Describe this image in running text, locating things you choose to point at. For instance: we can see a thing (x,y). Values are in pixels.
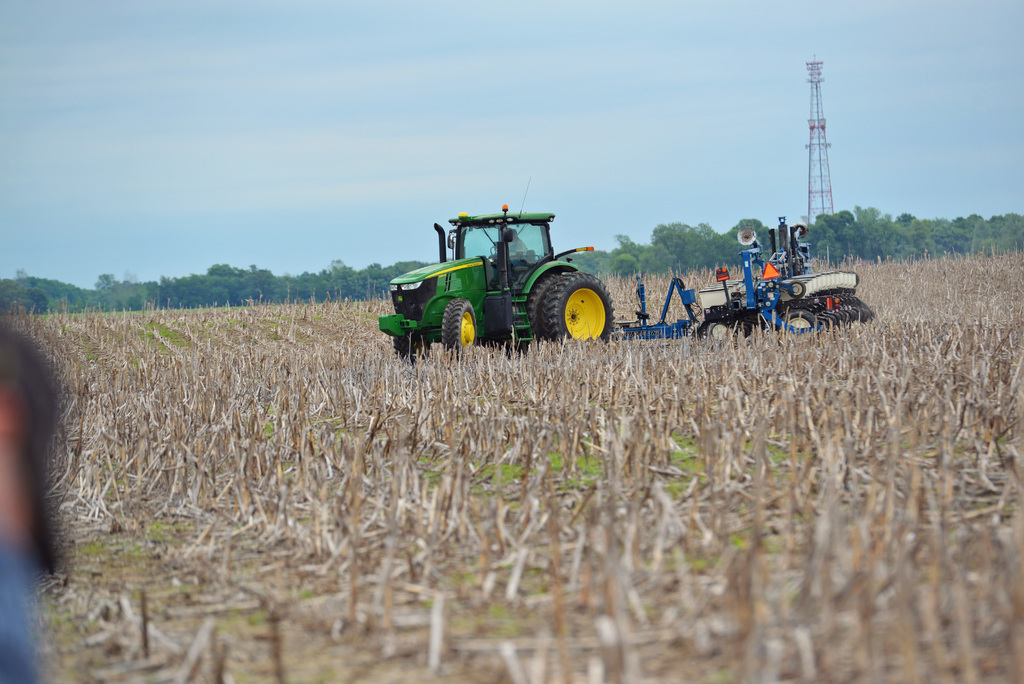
In this image we can see a tractor (564,303) and a planter (778,294) in the agricultural farm (492,348). In the background (529,163) we can see sky (712,172) with clouds (366,163), tower (811,147) and trees (829,249).
